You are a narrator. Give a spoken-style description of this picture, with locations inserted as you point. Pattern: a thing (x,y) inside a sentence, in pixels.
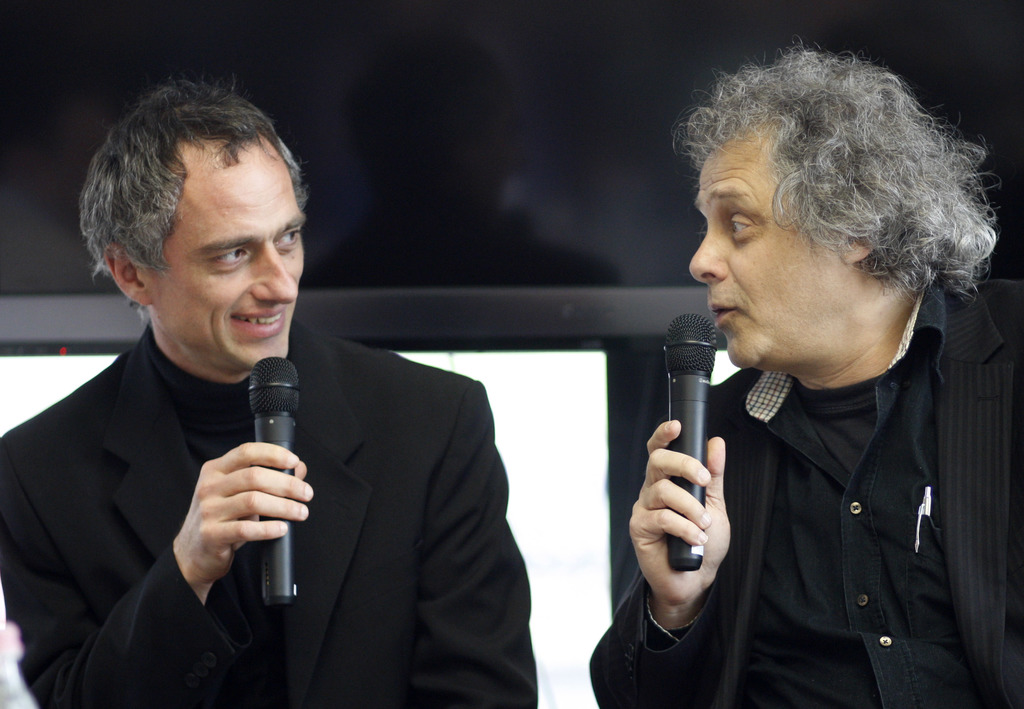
In this picture these two persons (388,387) holding microphones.
